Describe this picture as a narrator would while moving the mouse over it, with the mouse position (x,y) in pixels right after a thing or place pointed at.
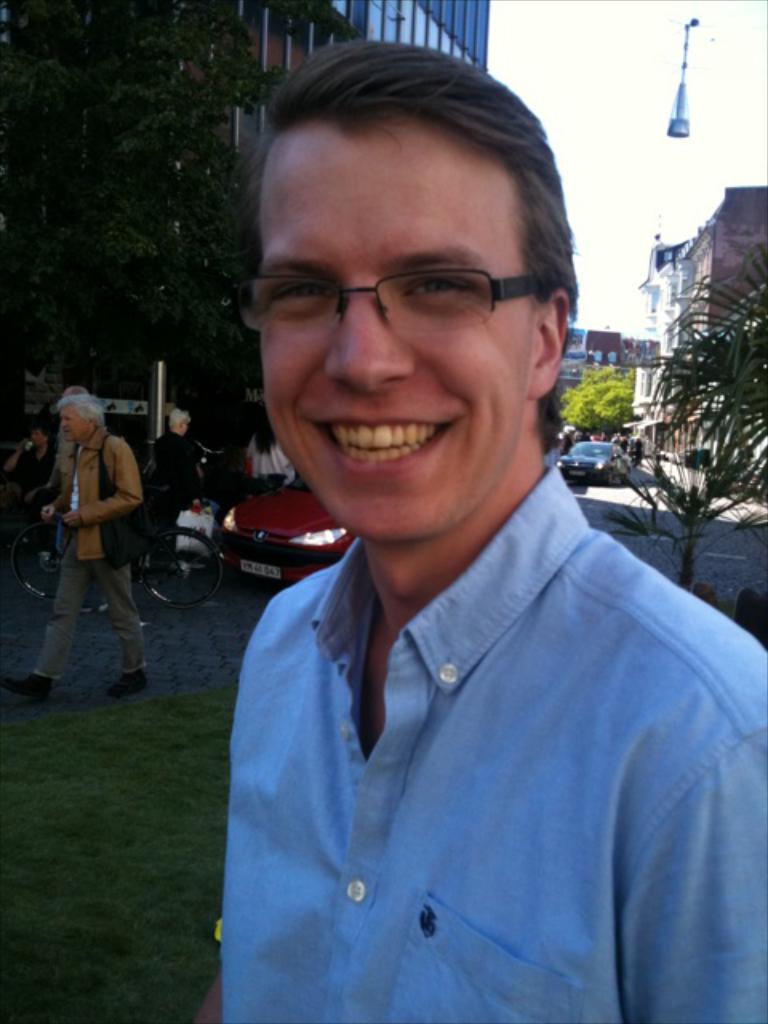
In this image in the front (457,724) there is a man (474,771) smiling. In the center (272,537) there is grass (162,733) on the ground (135,709) and there are persons (113,496) walking and there are vehicles (237,541) moving on the road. In the background (228,296) there are trees (618,394), buildings (647,416) and vehicles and on the top (681,109) there is an object (682,129) hanging.
